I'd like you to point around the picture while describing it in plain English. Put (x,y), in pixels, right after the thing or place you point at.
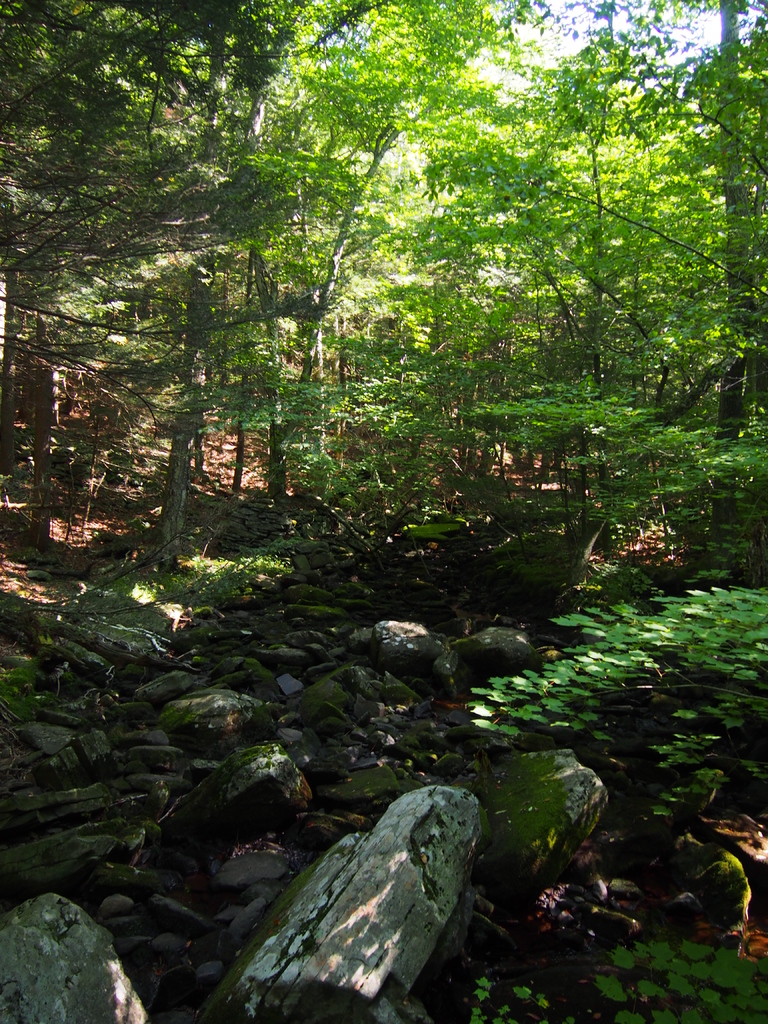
In this image I can see a group of trees (348,490) and stones (333,930). At the right corner of the image (738,655) there are some plants (716,651).
